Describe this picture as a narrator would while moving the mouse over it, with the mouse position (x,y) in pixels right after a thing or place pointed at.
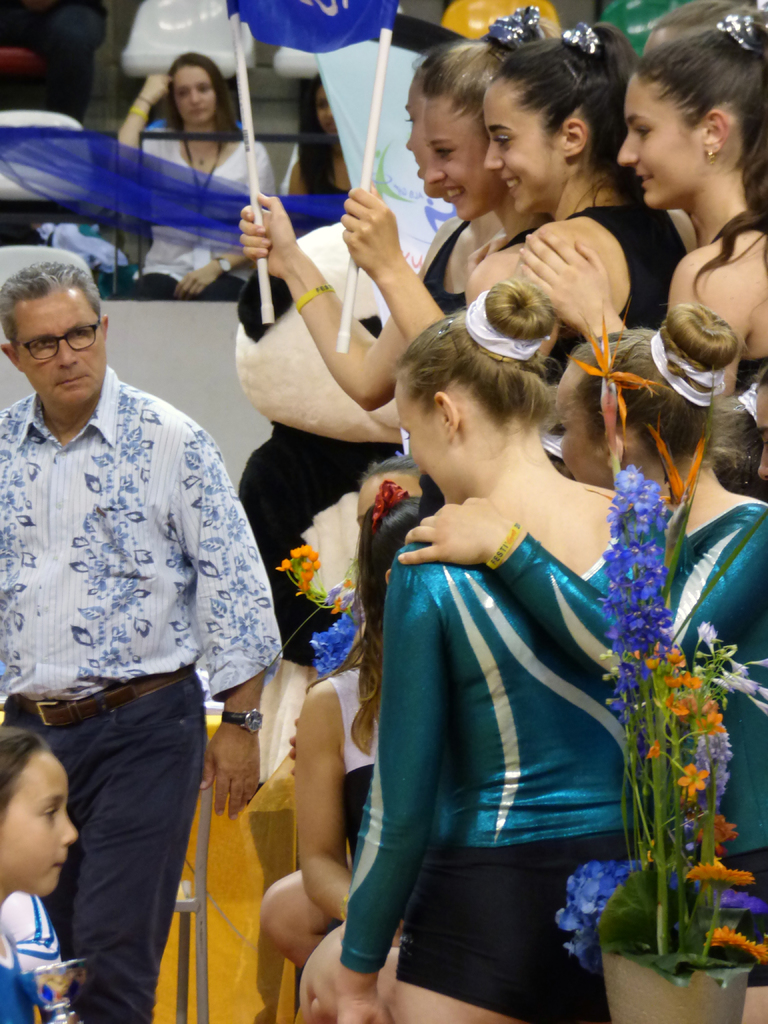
There is a group of persons (112,648) standing as we can see in the middle of this image (442,527). There are some flowers (648,843) in a pot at the bottom right side of this image (697,893). There is a fencing (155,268) on the top left side of this image (124,251), and there is one woman (190,124) sitting beside to this fencing (175,169).
